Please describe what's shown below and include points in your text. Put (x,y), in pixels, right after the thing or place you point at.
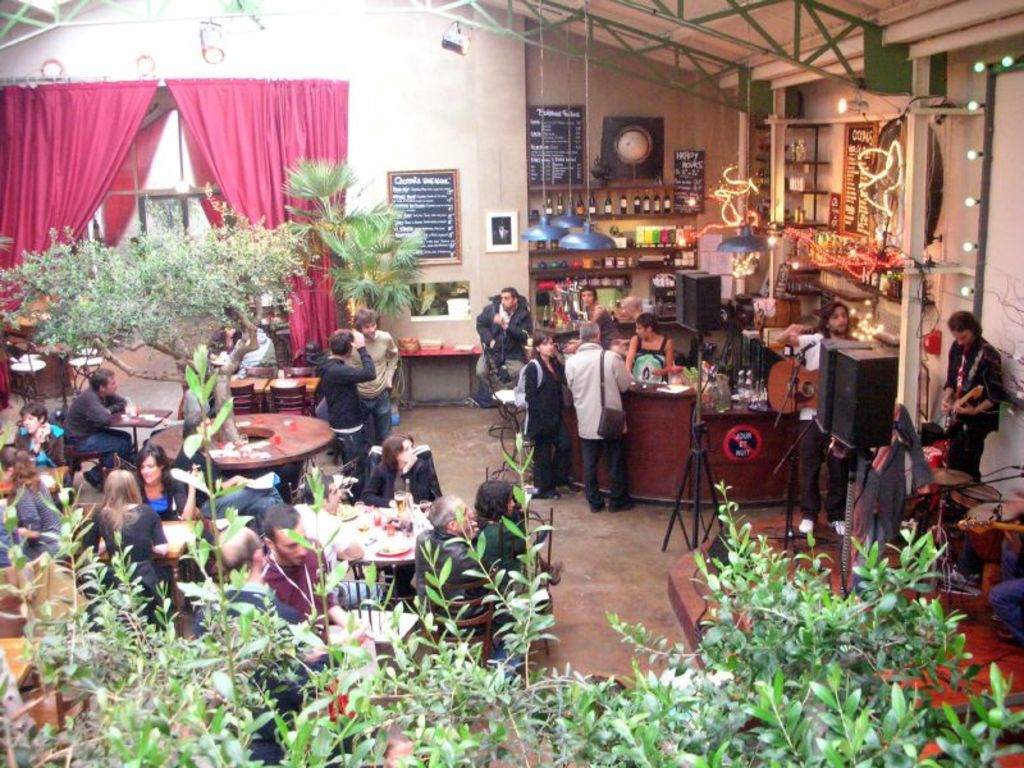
Here we can see a tree (361,733). In the background (206,511) there are a few people (262,503) sitting on the chair (291,396) at the table (354,531). On the table (379,528) we can see food items (402,524) and on the right (886,466) there are few persons (845,450) on the stage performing by playing musical instruments (810,403) and we can also see speakers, lights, wine bottles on the racks (604,270), frames (397,189) on the wall (322,25), trees (362,253) and there are two persons (549,411) standing on the floor (569,509) at the table (652,393) and we can see few people (656,370) over there at the table (653,393) and we can also see some other objects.
